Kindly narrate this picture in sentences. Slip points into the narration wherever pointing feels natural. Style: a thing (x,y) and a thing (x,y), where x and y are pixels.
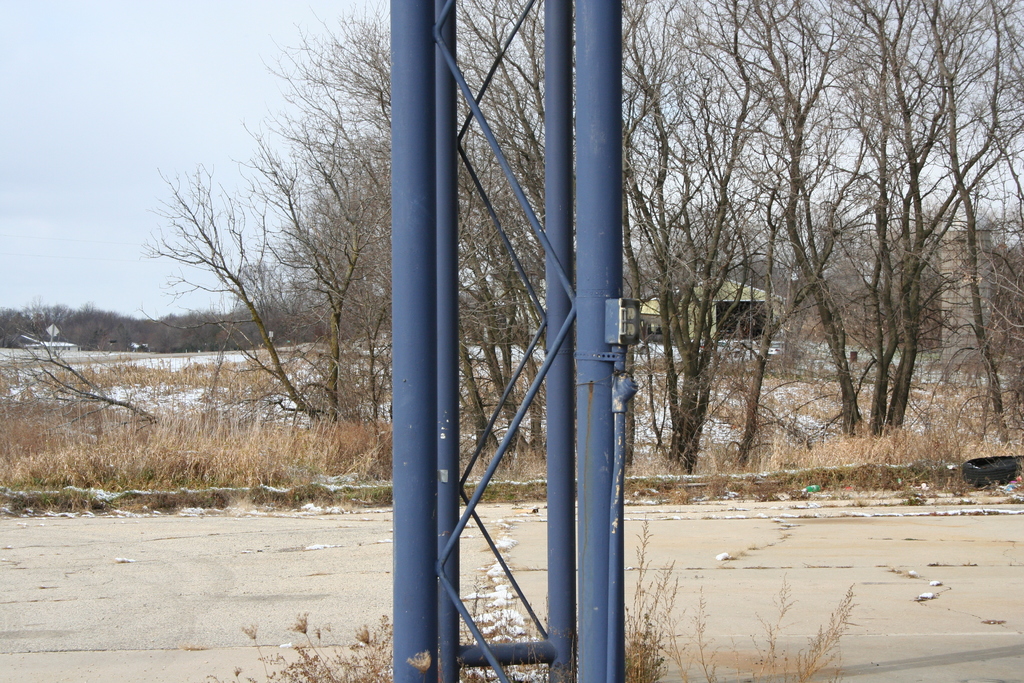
In this picture we can see a few poles (403,546) and some plants (307,672) on the path (193,660). We can see some dry grass (364,440) from left to right. There are a few trees (481,343) and a tent (720,290) is visible at the back (741,290). It looks like a building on the right side (960,330). We can see some trees (191,329) in the background (173,332).
